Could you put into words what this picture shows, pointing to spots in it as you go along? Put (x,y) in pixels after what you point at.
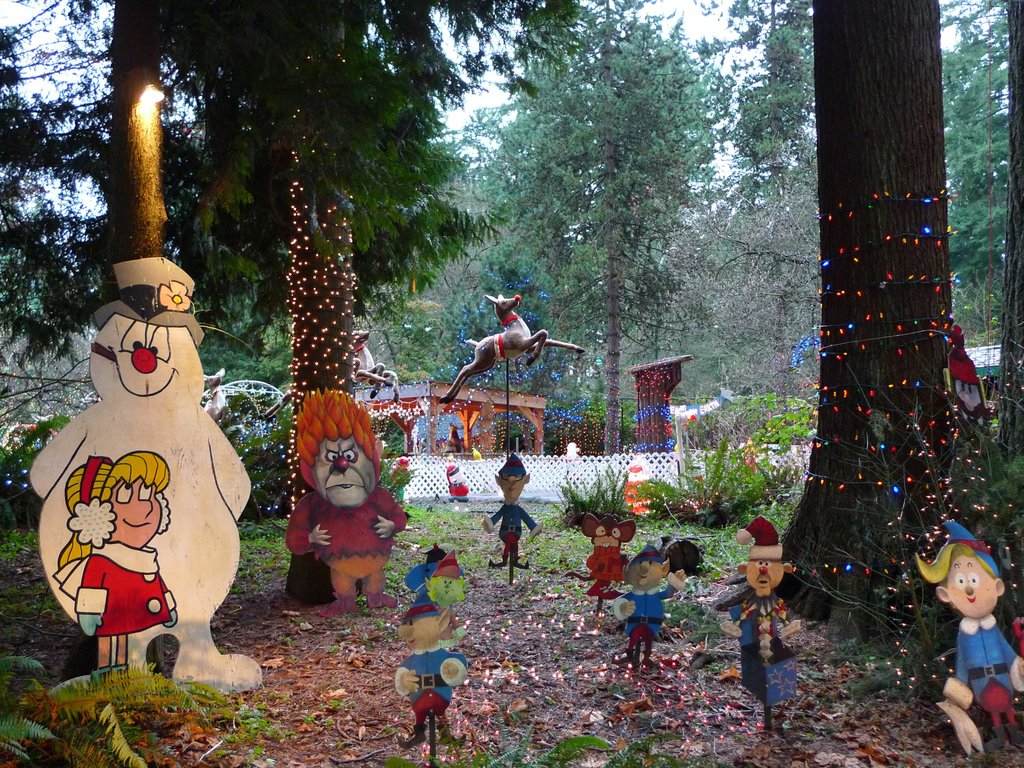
The picture is clicked outside the house (480,409). In the foreground of the picture (697,713) there are trees (326,335), dry leaves (320,679), plants (35,670) and toys (219,503). In the center of the picture (541,445) there are lights (157,99), building (496,403), trees (448,346) and toys (498,352). In the background (603,171) there are trees (604,218).
